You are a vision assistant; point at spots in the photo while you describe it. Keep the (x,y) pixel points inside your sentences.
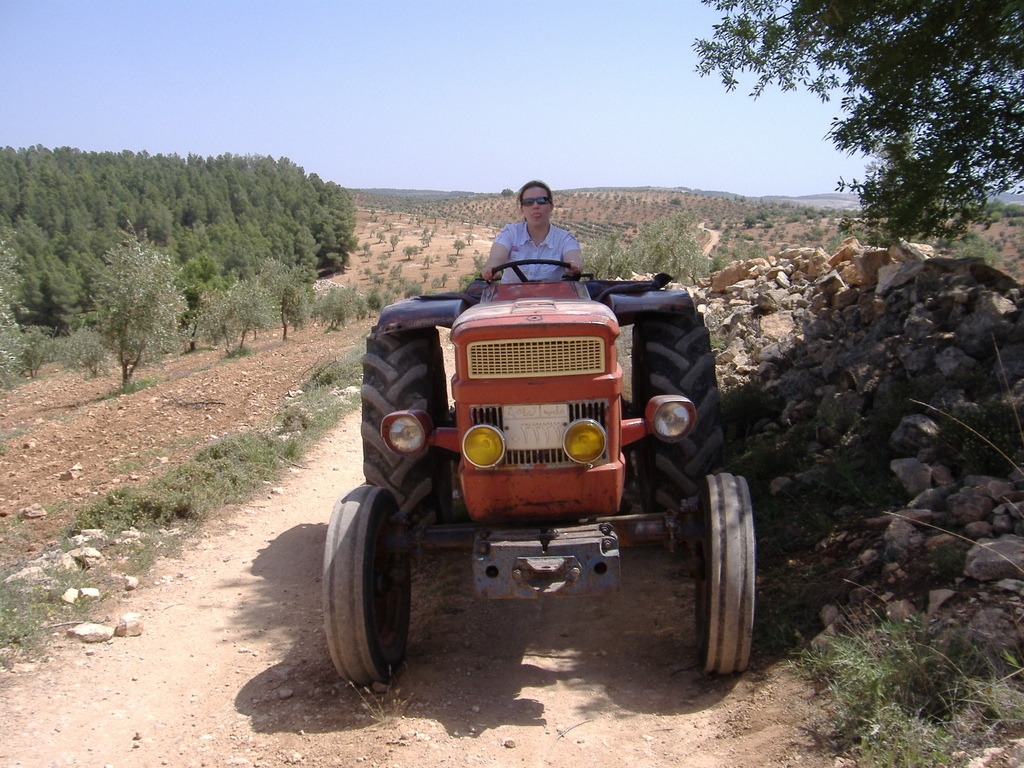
In this image I see a person (528,250) who is sitting on this tractor (515,372) and I see the path (275,642) and I see the grass (317,380) and number of stones (897,349). In the background (606,267) I see number of trees (222,205) and plants (706,206) and I see the sky (440,92).
